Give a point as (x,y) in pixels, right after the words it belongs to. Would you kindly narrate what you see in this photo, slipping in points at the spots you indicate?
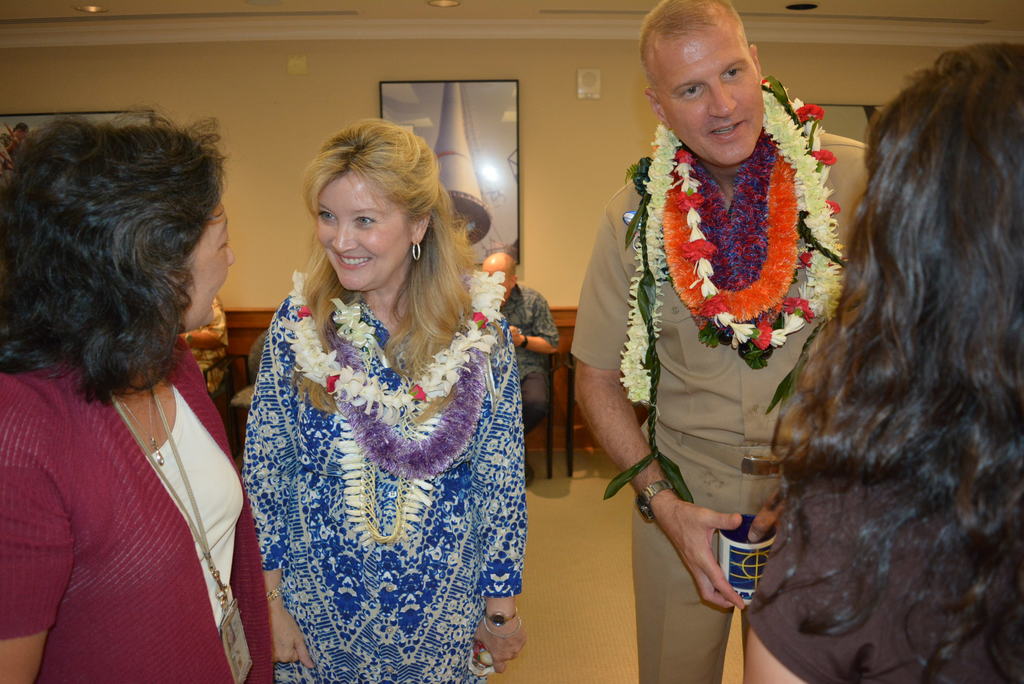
In the picture, there are total four people (512,462) standing in the front, two of them are wearing garlands (462,358) around their neck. There is a man (694,336) and three women (1020,606) and the man (664,401) and woman (407,361) are wearing garlands (476,346), behind them there are some people (544,350) sitting on the chairs (235,375). In the background (283,95) there is a wall (304,83) and to the wall (297,100) there are photo frames (465,116).
